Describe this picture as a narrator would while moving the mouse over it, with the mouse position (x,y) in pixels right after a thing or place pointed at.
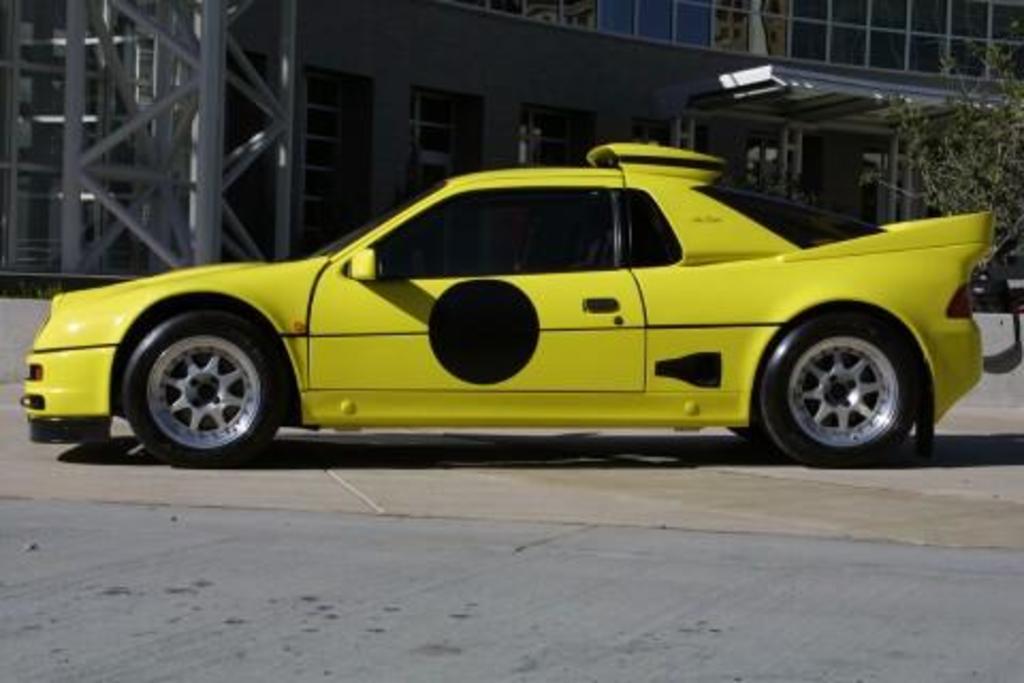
In this picture we can see car (683,374) on the road (401,443). In the background of the image (557,149) we can see plants (925,142), buildings (475,31), rods (219,188) and windows (149,88).
